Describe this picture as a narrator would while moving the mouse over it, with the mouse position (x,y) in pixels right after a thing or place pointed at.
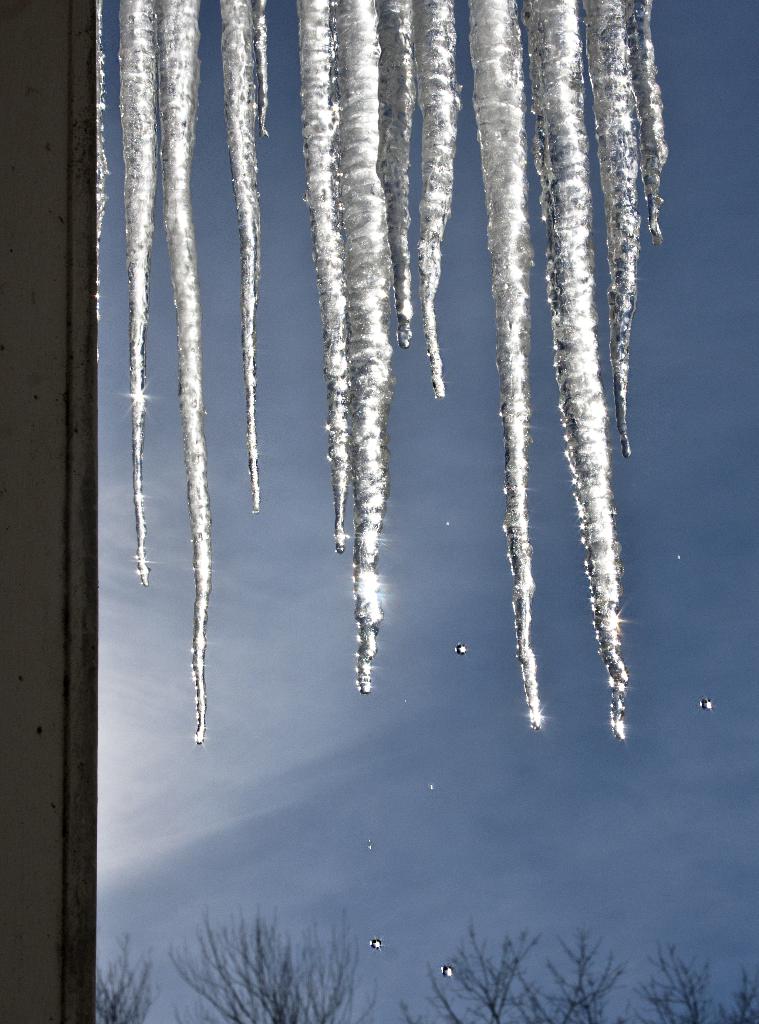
In this picture, we can see ice (366,260), trees (123,1023), and the sky (471,764), we can see some object (36,381) on the left side of the picture (11,353).
